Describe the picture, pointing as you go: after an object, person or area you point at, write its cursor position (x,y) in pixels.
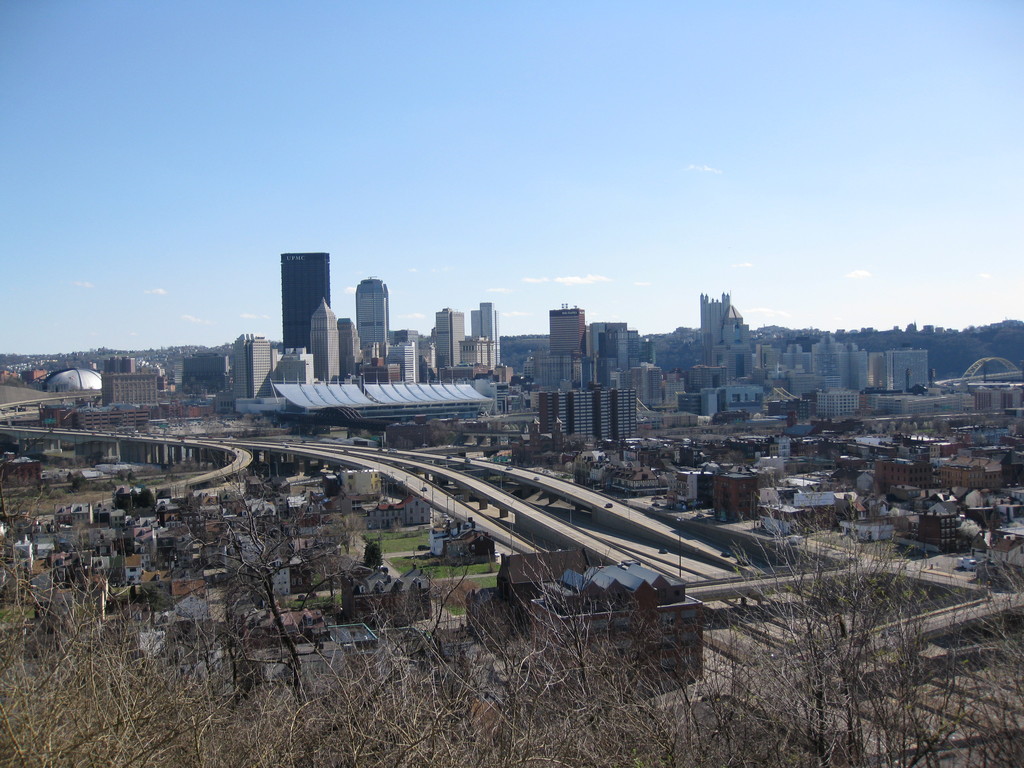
This picture is clicked outside the city. At the bottom (430,700), we see the trees (615,708) and the buildings (277,512). In the middle (580,491), we see the roads (505,503) and the vehicles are moving on the roads (247,457). There are buildings (731,403) and trees (49,365) in the background (766,383). At the top (545,80), we see the clouds (595,280) and the sky (487,211), which is blue in color.
